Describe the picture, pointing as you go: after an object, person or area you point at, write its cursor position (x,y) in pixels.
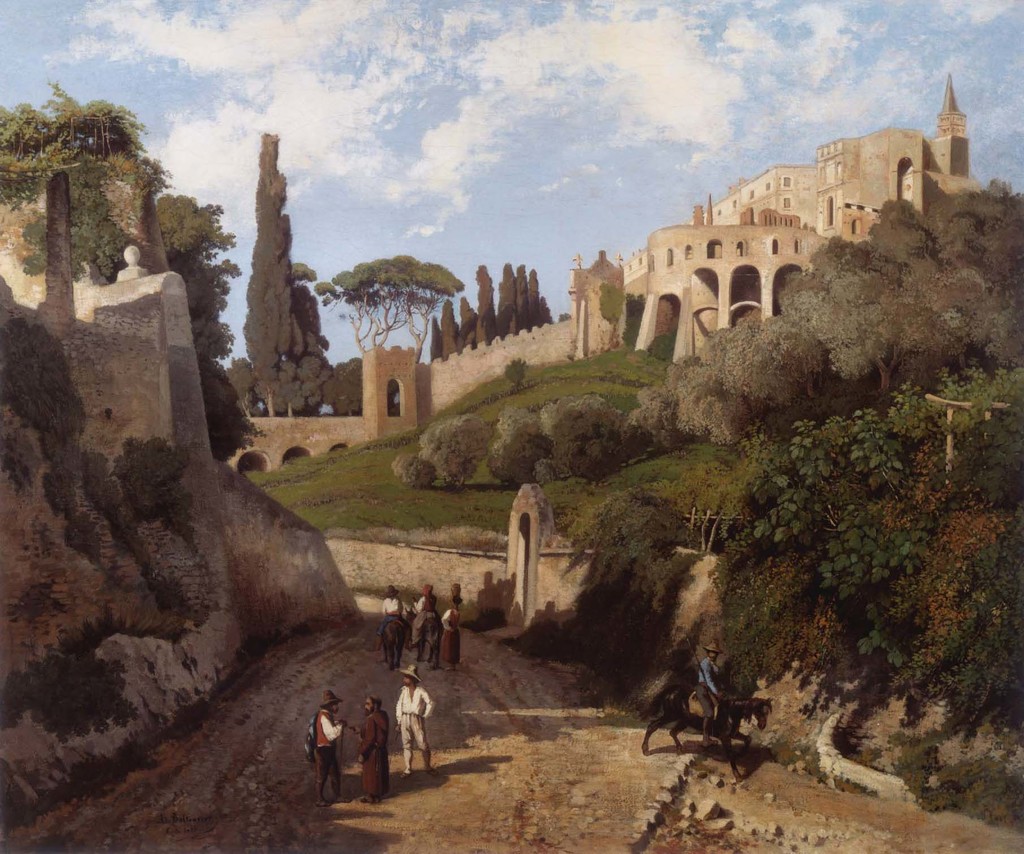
This is an outside view. In the middle of the image (482,370) there is a building (782,230) and many trees (801,388). At the bottom (445,670) there are few people (397,722) standing on the road (414,822) and few people (710,687) are sitting on the horses (430,640). On the left side (129,378) there is a wall (129,362). At the top of the image (551,118) I can see the sky (546,144) and clouds (536,70).
